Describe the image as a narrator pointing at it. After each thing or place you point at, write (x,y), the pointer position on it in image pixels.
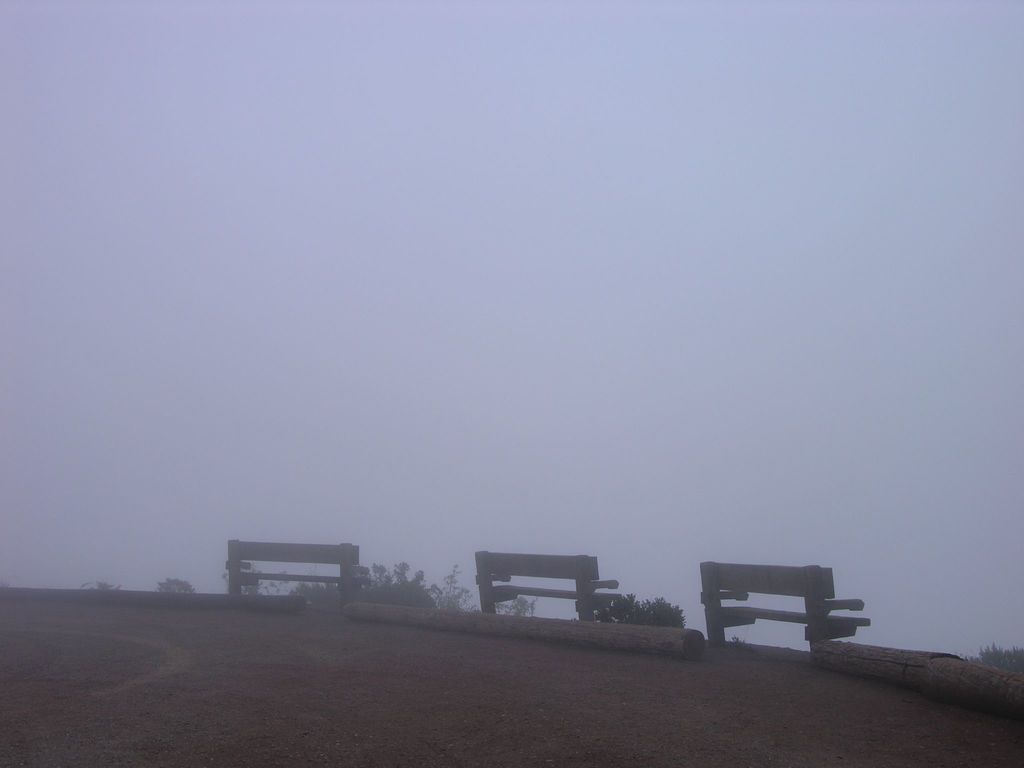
In this picture I can observe three benches (552,590) on the land (745,693). I can observe fog (373,388) in this picture.
